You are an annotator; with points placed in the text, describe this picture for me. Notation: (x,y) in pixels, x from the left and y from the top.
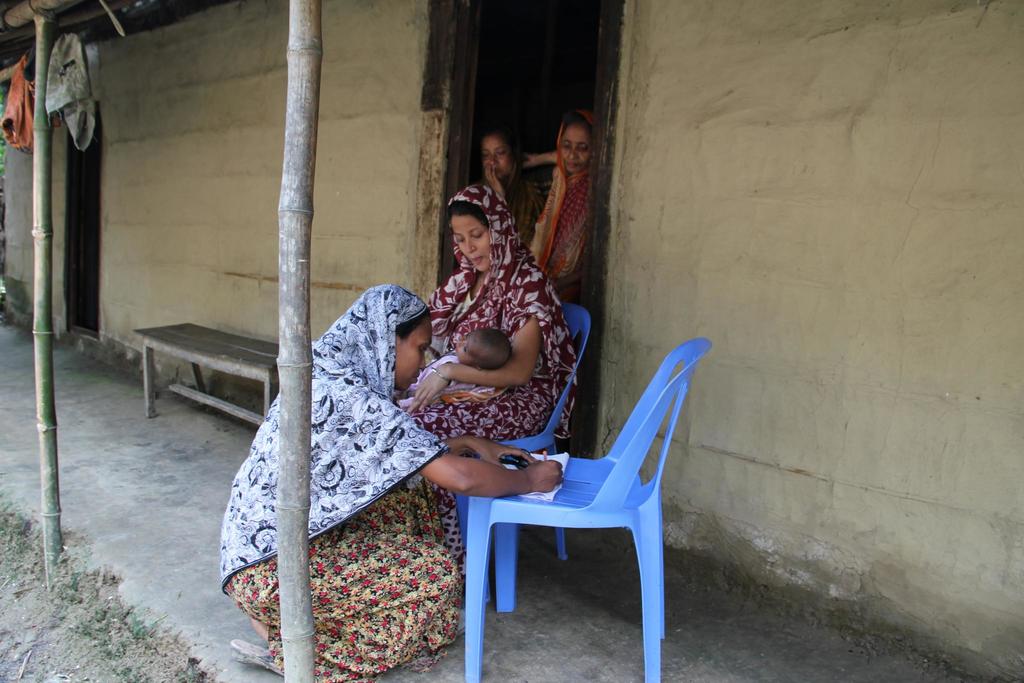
The picture is taken outside the house (609,390) where in the middle (523,405) one woman (508,438) is sitting on the chair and holding a baby (470,390) and another woman (377,571) is sitting on the floor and writing something on the paper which is on the chair (580,510) and behind them there are two women (571,142) standing and these people (524,231) are wearing sarees (486,412) and beside them there is a bench (210,339) and there is a big wall (207,281).
